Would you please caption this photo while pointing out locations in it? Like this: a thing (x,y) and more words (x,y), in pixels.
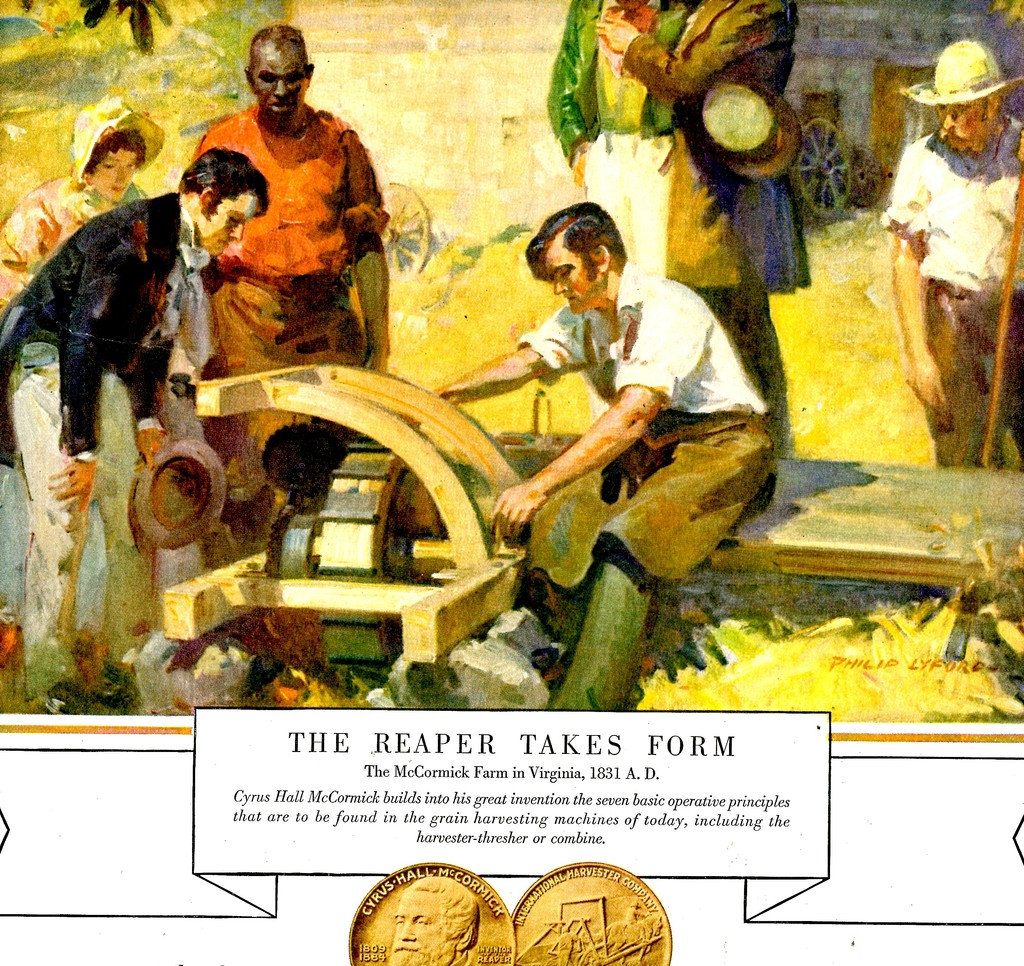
This is an animated image, in this image in the center (602,428) there is one person (563,477) who is doing something. And in the background (332,156) there are some people (685,212) who are standing and at the bottom of the image (393,814) there is some text (436,836) written and two coins (491,929).
